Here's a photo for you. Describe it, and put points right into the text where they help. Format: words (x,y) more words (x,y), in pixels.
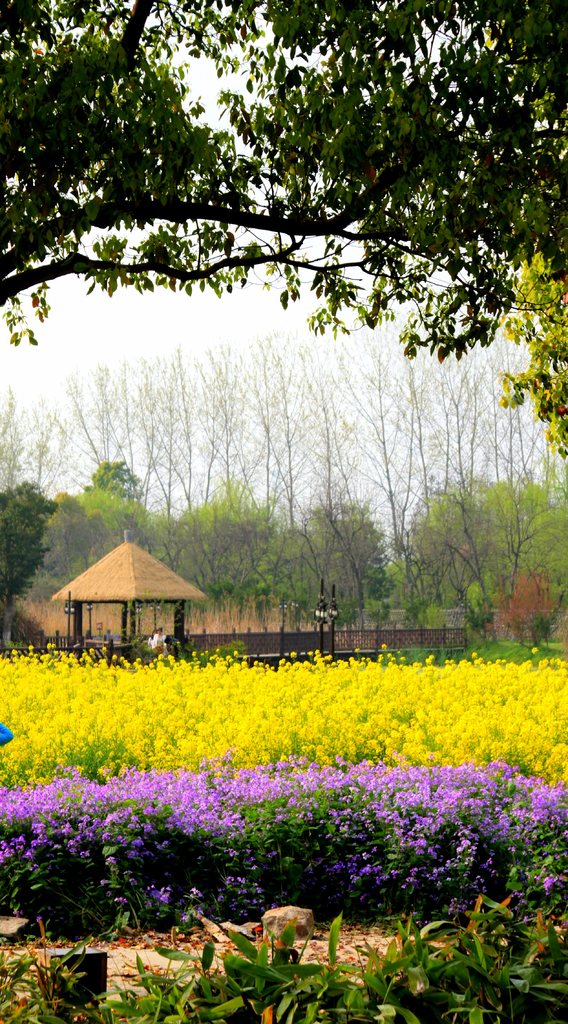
In the foreground of the picture (178,985) there are plants (542,926) and trees (110,98). In the center of the picture (253,599) there are plants (253,708), flowers (161,782) and house (121,592). In the background (267,488) there are trees (225,454). Sky (46,357) is cloudy.
